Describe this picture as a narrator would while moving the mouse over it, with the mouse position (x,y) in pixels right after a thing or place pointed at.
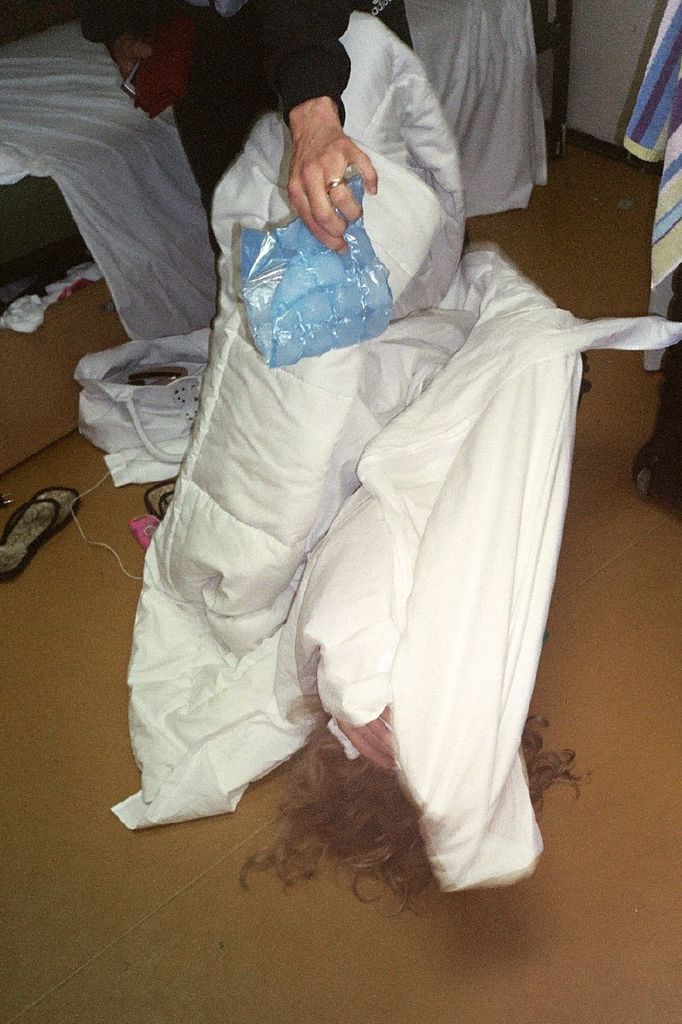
In this image we can see a person (263,65) is holding a blue color cover (311,257) in his hand (309,123). In the middle of the image (296,575), we can see a white color blanket (292,514). At the bottom of the image (372,879), we can see the floor (374,926). It seems like a person (365,804) in the blanket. Background of the image (109,120), we can see a bed sheet (75,193), bed (39,249), bag (114,408), slippers (60,495) and towel (657,52).
